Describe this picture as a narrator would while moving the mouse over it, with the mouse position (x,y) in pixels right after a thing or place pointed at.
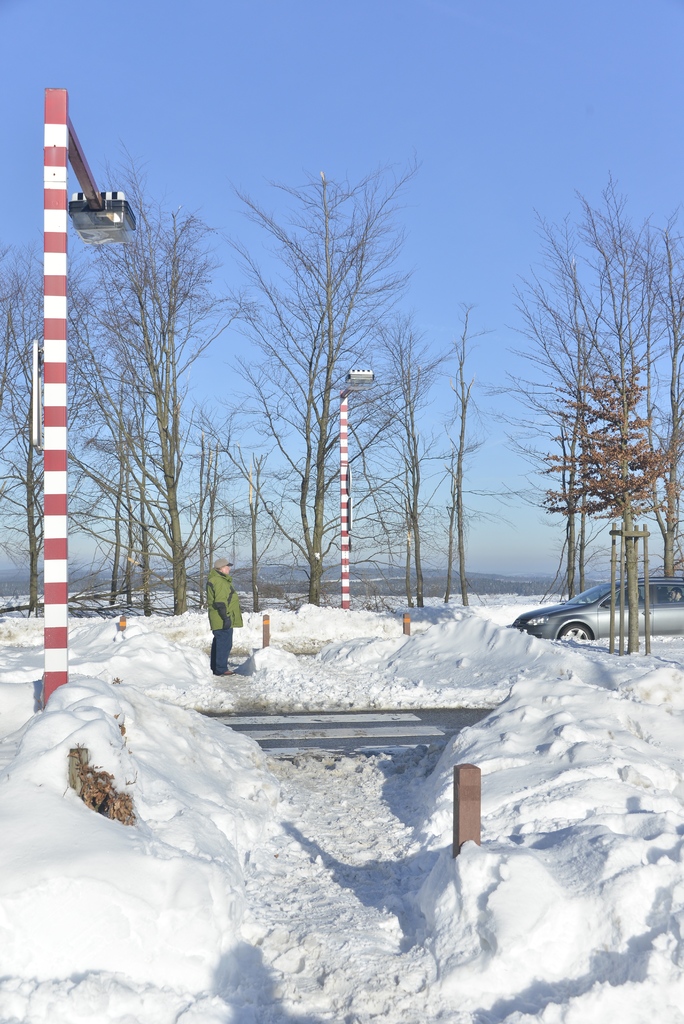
In the picture the total land (294,711) is covered with a lot of snow (250,664) and a person (221,630) is standing in the middle of the snow (295,613), in front of him there is a car (601,599) and there are some dry trees (606,412) in between the snow (419,644).
